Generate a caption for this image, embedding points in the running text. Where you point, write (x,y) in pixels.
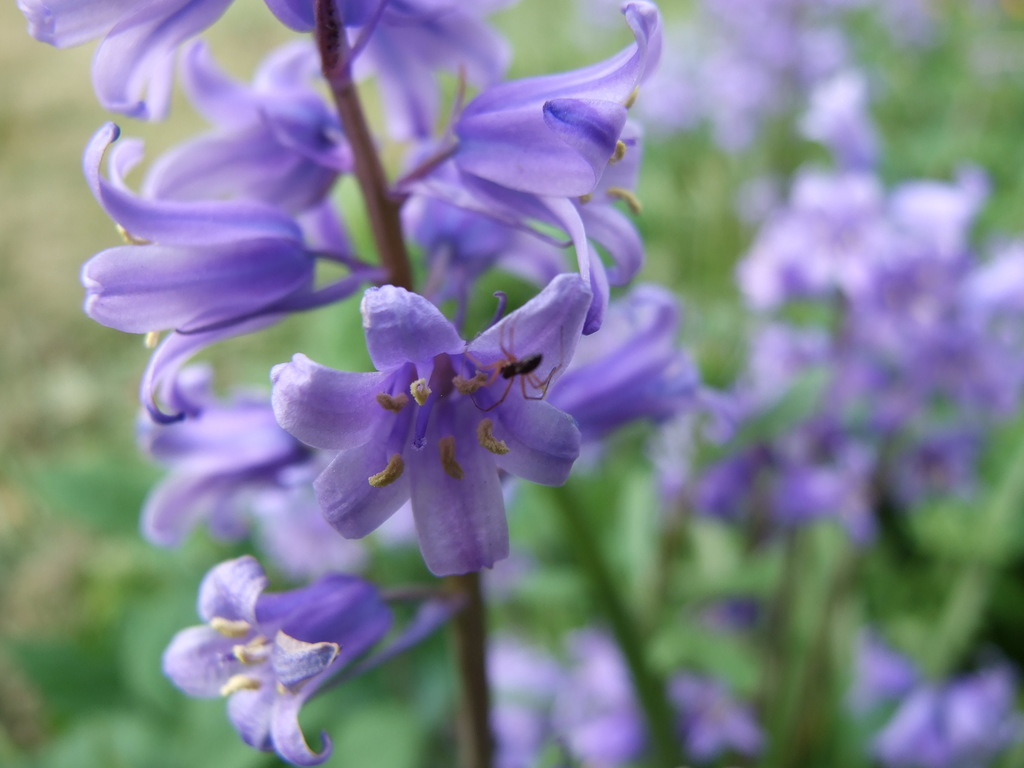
In this picture I can see flowers (418,306), there is an insect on the flower (461,387), and there is blur background (67,378).
